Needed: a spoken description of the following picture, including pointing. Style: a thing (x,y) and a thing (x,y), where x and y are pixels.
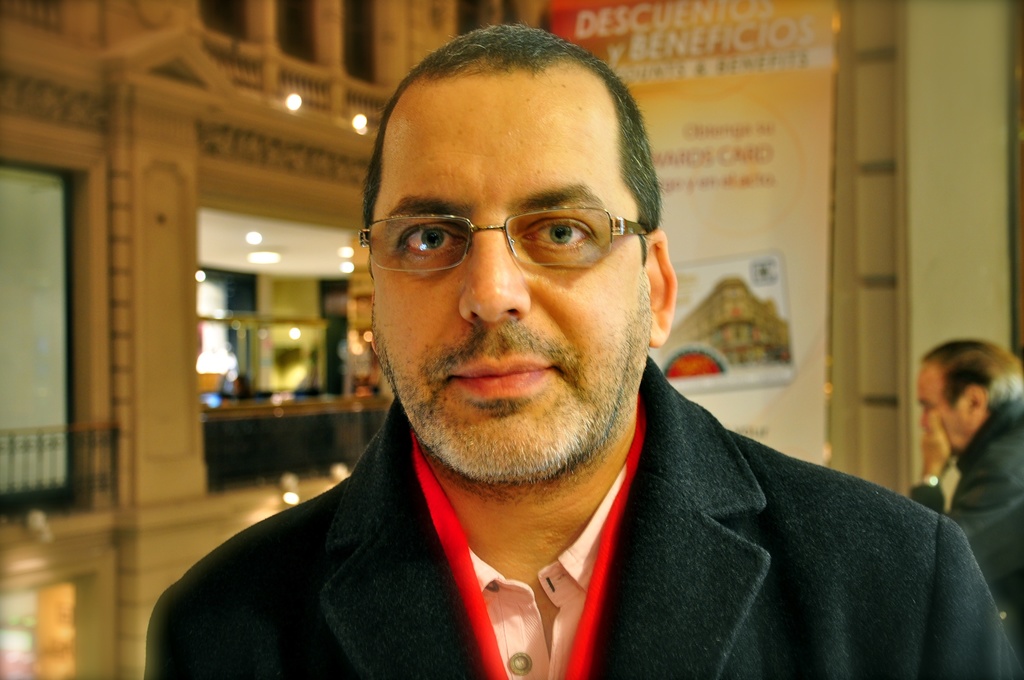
In the center of the image (595,445) we can see a person (614,554) is in a different costume (474,574) and he is wearing glasses (454,261). In the background (757,326) there is a building (929,319), lights (358,349), one banner (746,109), one person (945,393) and a few other objects (249,399).
